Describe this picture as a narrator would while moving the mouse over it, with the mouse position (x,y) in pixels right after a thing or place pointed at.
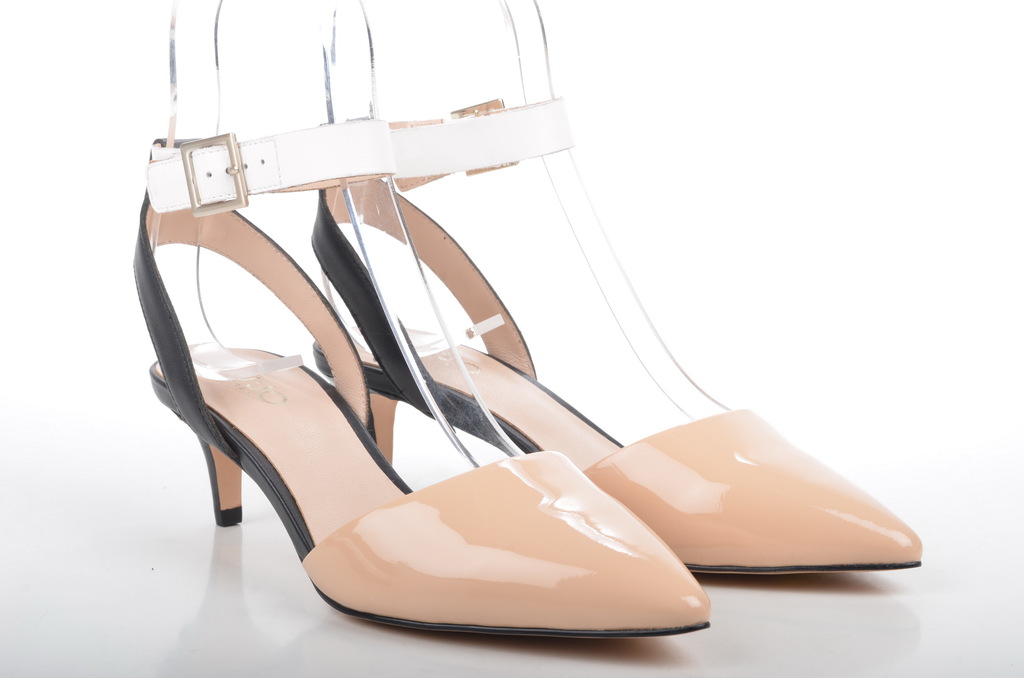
In this picture we can see footwear (443,499).
